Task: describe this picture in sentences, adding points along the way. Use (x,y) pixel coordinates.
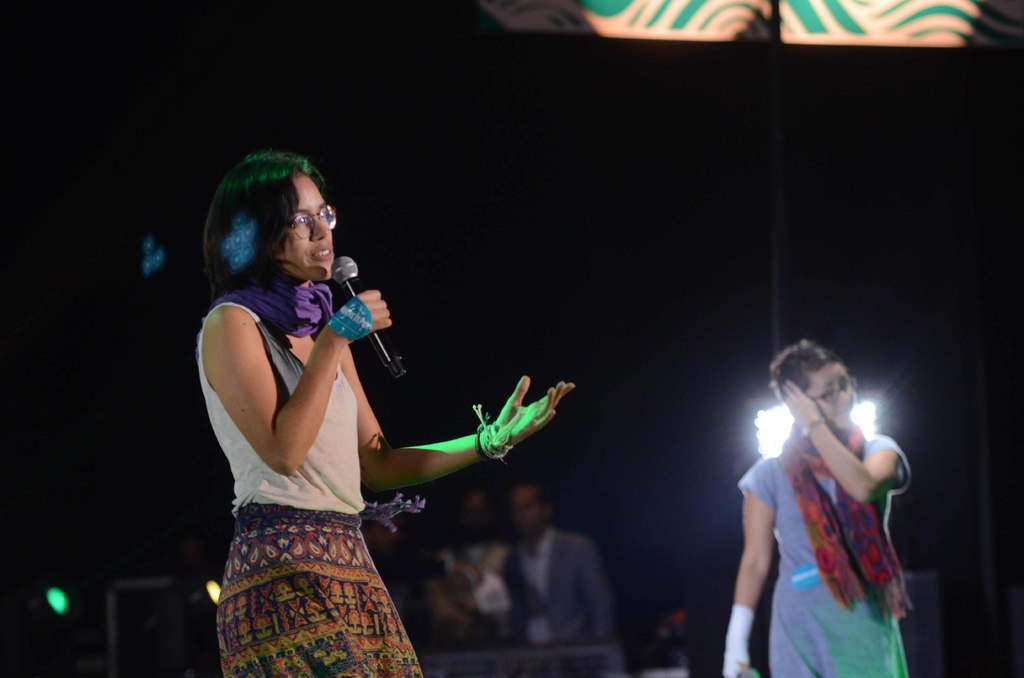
In this image I can see two persons (831,626) are standing on the stage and one person (392,469) is holding a mike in hand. In the background (593,626) I can see a group of people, pole (776,280), tent (760,5) and dark color. This image is taken may be during night.
